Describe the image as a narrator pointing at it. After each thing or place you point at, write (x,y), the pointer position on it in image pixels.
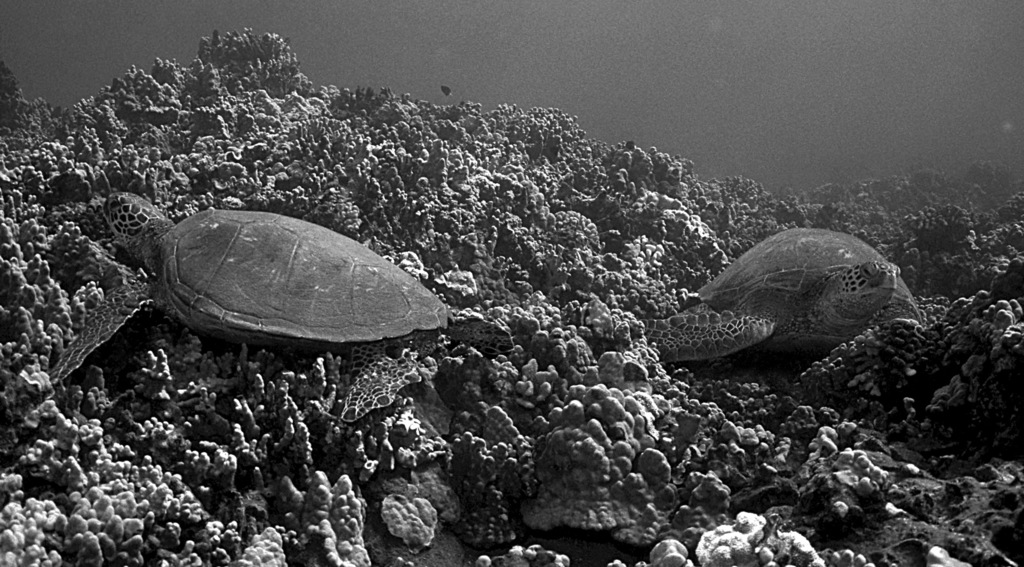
This is a black and white image. In this image we can see turtles (411,299) and we can see the coral reefs (365,432).
